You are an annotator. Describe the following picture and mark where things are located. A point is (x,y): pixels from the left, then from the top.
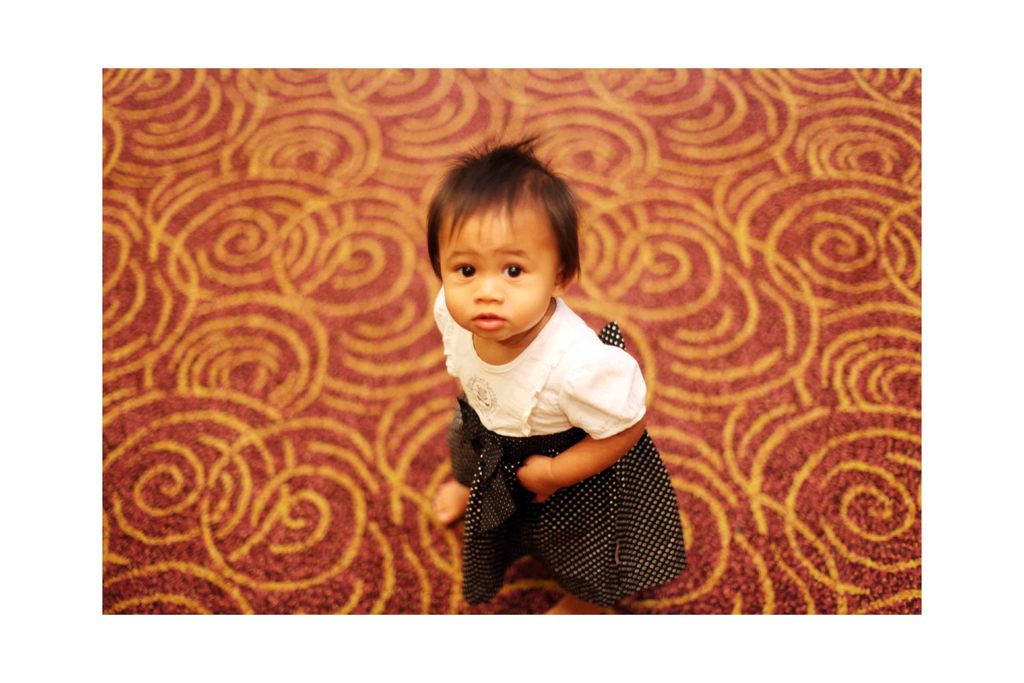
In this image, we can see a kid (491,439) standing. We can also see the ground (714,446).
